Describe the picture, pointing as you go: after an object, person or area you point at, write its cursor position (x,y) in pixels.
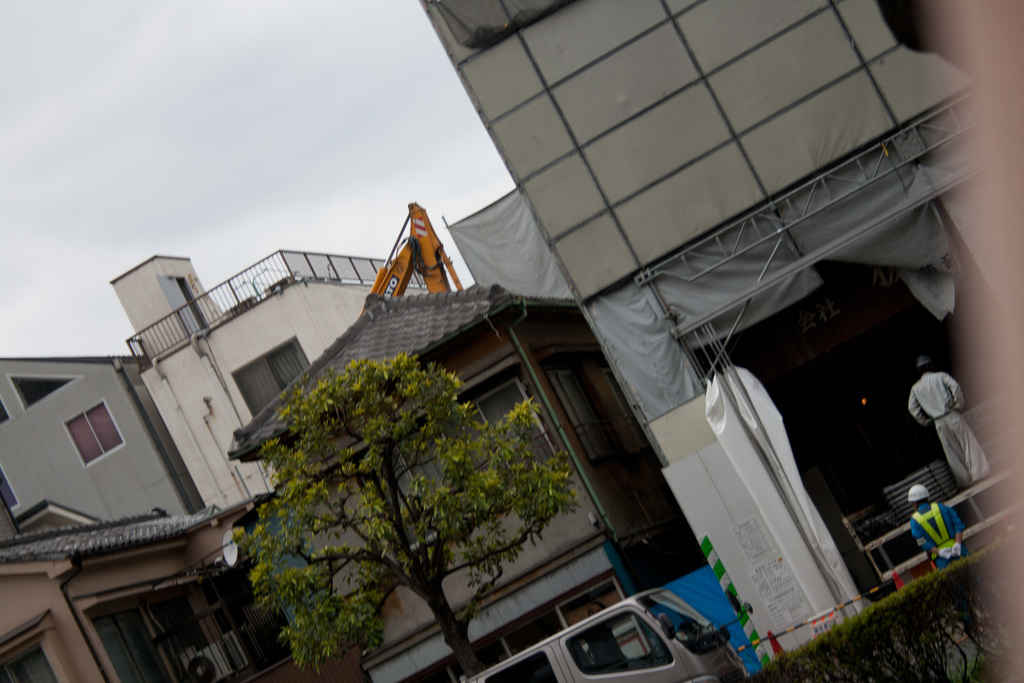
In this image, we can see buildings (500,395), a tree (321,546) and there are vehicles (636,625). There are two people (926,396) and are wearing caps (913,497), one of them is wearing a safety jacket (934,528) and there are traffic cones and we can see plants (855,621). At the top (221,81), there is sky (193,136).
